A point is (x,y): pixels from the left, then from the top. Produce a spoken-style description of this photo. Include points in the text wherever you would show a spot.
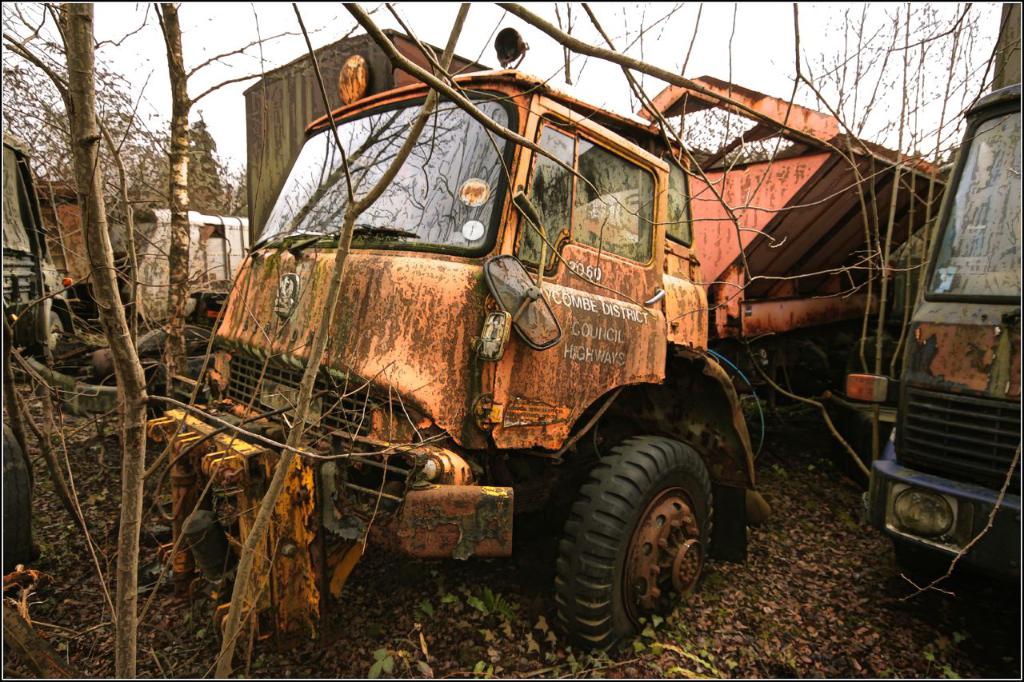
In this image we can see some vehicles (538,218) on the ground (710,588). We can also see the branches (597,287) of the trees (363,453), some dried leaves (712,573), a group of trees (215,57) and the sky (160,45) which looks cloudy.
